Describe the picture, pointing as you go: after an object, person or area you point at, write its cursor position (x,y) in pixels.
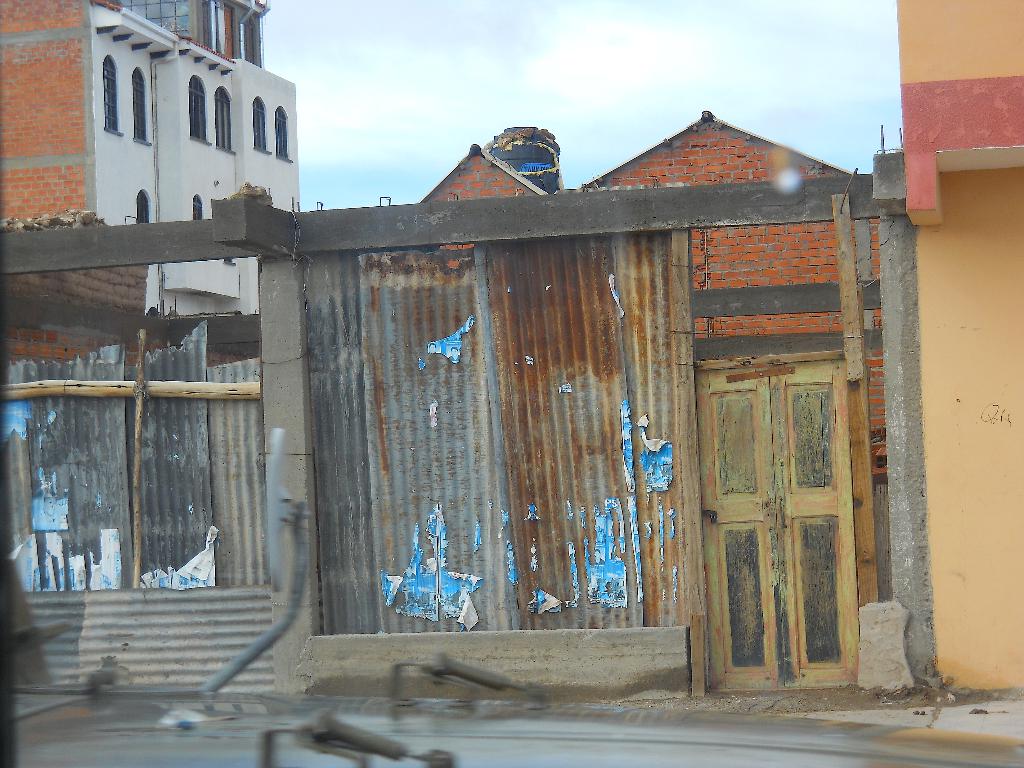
In this image I see few iron sheets (370,359), which got rusted a bit and a door (729,494). In the background (527,13) I see a building (57,105) and a sky (738,119).
